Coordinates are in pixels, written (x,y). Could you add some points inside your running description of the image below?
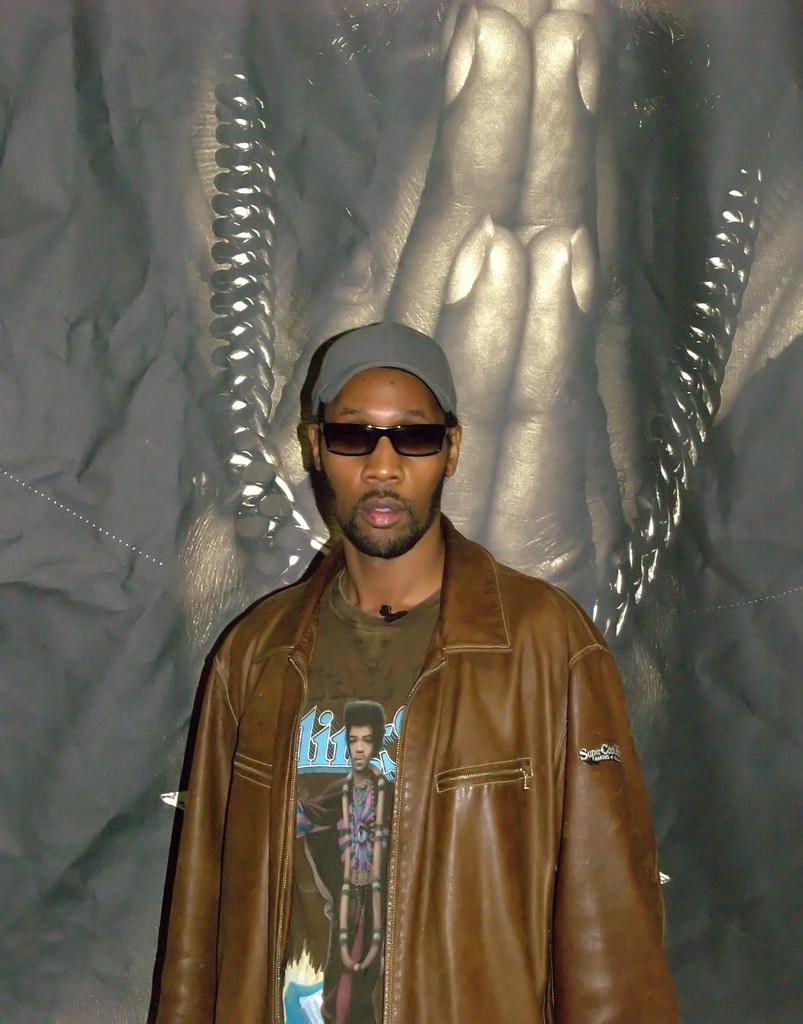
In this image I can see the person (303,747) wearing the brown color jacket (413,792), goggles (358,433) and cap (352,358). In the background (372,261) I can see persons hands (514,194) and the chain (254,152).
